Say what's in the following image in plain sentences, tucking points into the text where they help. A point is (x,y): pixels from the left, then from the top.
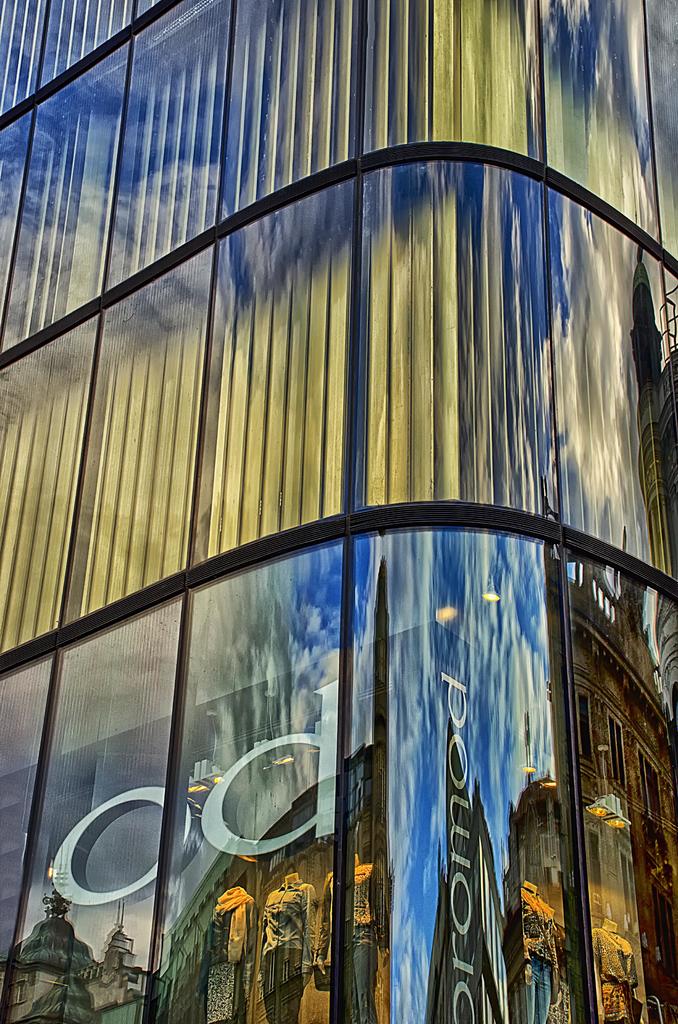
In the foreground of this image (138,133), there is a wall (601,472) of a building (597,340) where inside the glass (404,955) there are mannequins (549,966). In the reflection (329,613), there is the sky (322,626) and buildings (582,617).
